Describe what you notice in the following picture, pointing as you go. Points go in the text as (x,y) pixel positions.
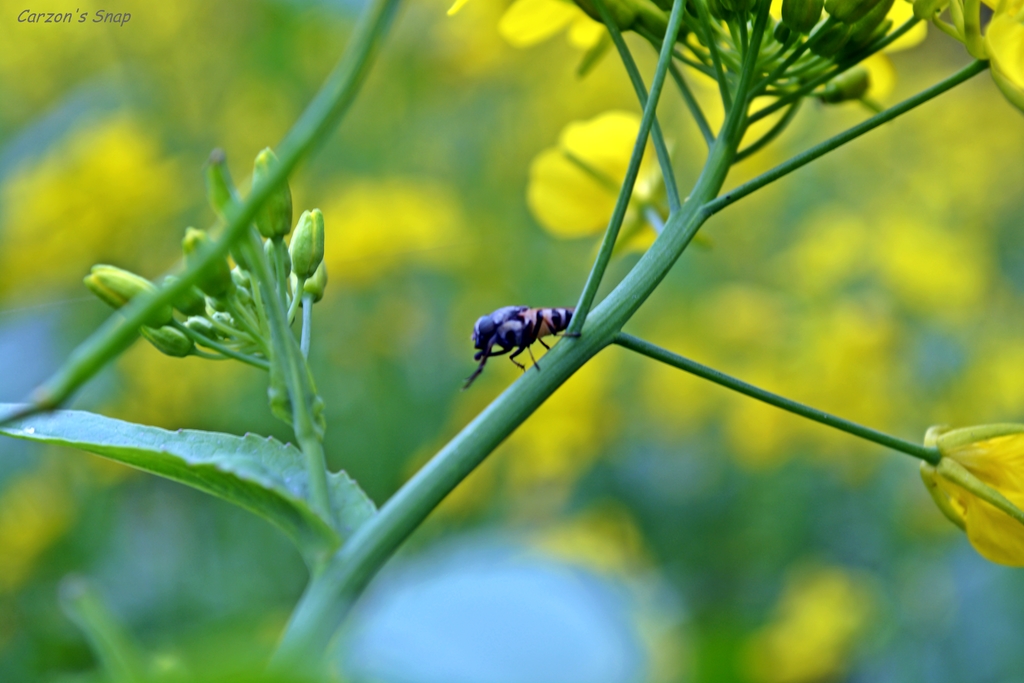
This is zoom-in picture of a stem (398,505) where we can see an insect (506,331) and flowers (824,360).
